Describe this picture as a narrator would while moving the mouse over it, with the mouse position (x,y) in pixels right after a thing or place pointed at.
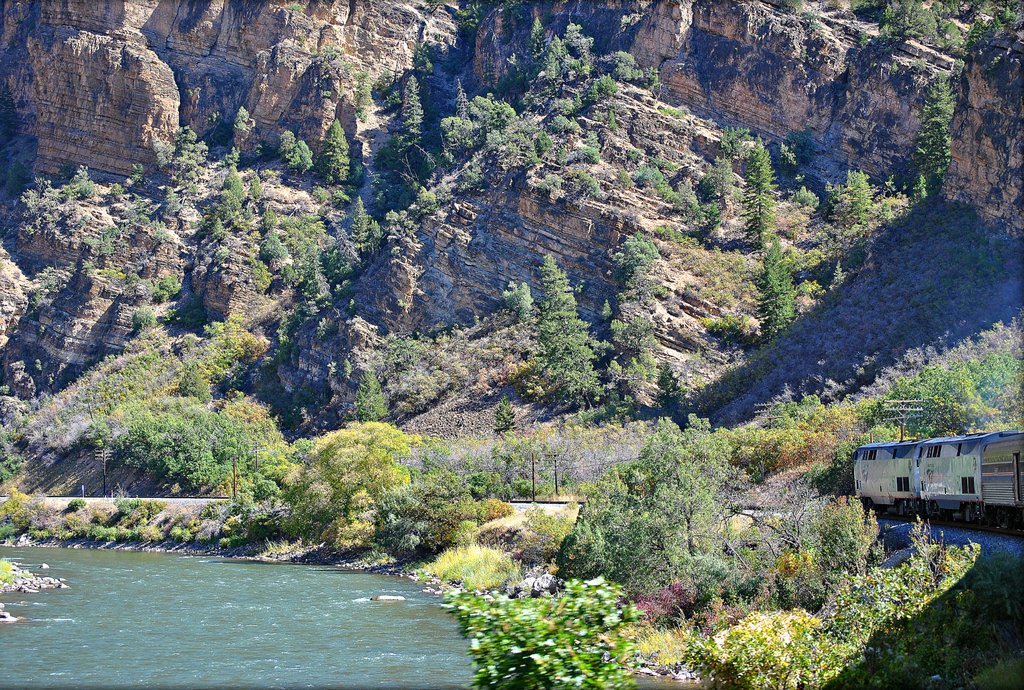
In this image I see water (345,581), few plants (63,525) and trees (322,308) and there is train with the track (508,501) over here and on top of it there is a rock mountain (36,51).
